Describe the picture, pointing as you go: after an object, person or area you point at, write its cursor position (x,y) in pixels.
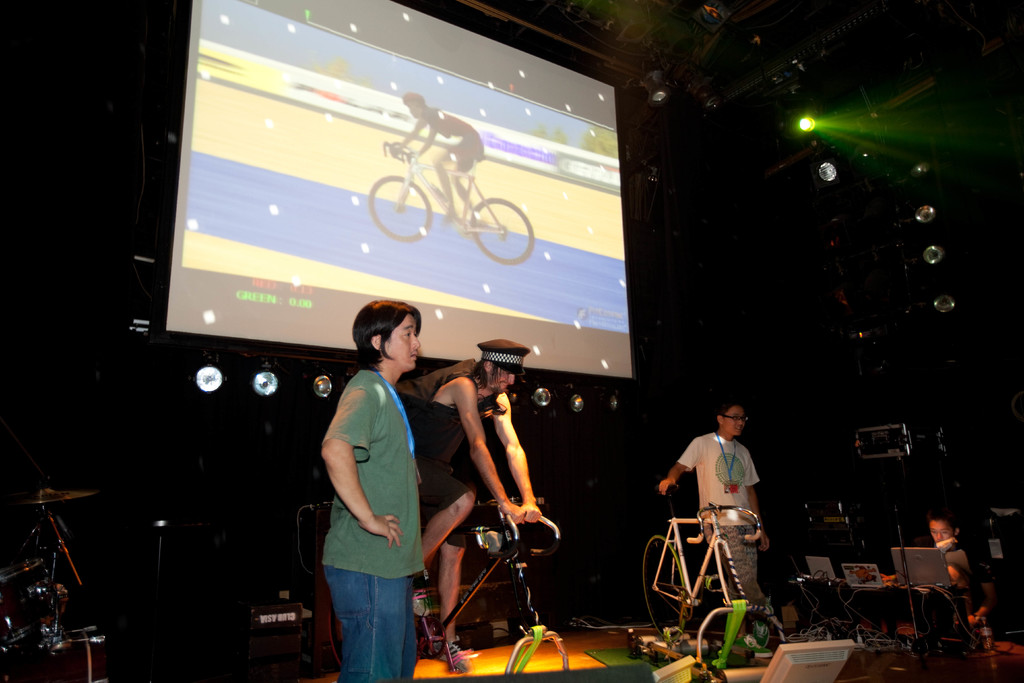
In this picture I can observe four members (444,469). One of them is cycling a bicycle (507,538). Behind them I can observe a screen (317,159) in the middle of the picture (501,265). The background (787,282) is dark.
